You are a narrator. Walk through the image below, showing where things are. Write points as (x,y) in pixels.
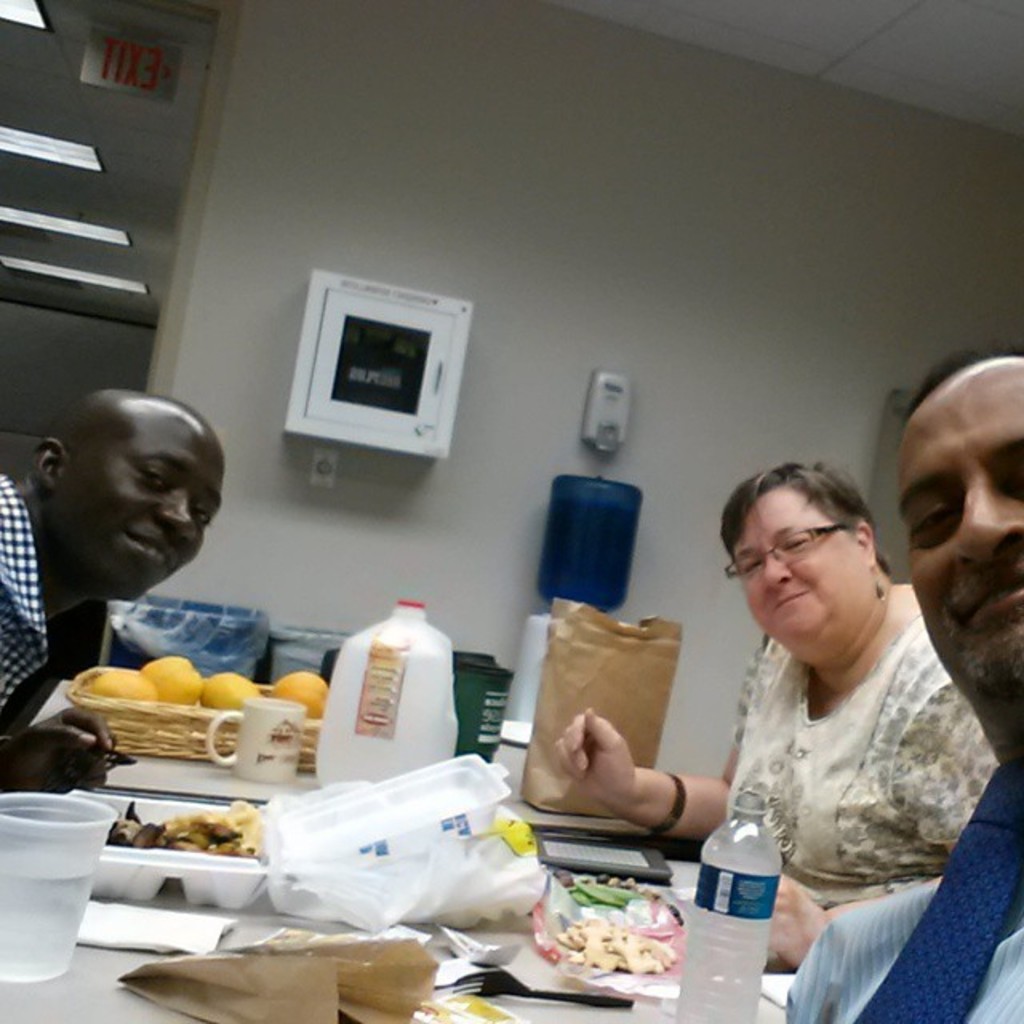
In this image I see 3 persons (173,430) who are sitting and I can also see that all of them are smiling and I see that there are tables (48,1013) in front of them on which there are many things (562,715). In the background (519,593) I see the wall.
